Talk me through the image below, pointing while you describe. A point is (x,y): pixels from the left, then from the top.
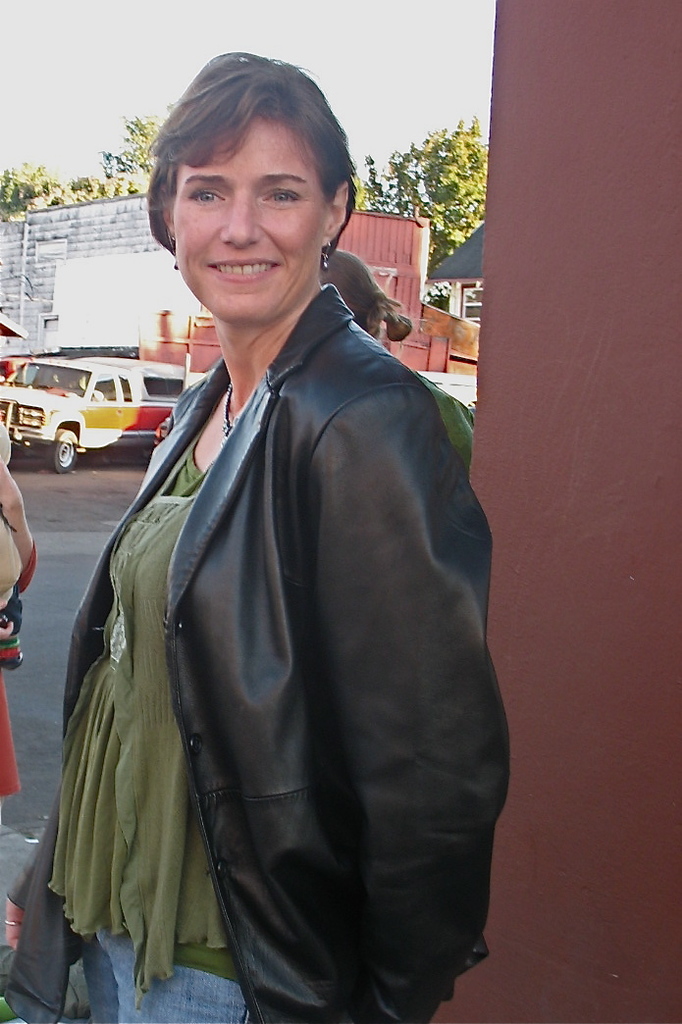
In this image I can see a woman (158,784) wearing green, blue and black colored dress (210,732) is standing and smiling. I can see the brown colored wall (600,368), few persons (2,535) standing, the road (50,579), few vehicles (89,428) on the road (68,559), few buildings (120,247), few trees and the sky (160,46) in the background (385,70).
